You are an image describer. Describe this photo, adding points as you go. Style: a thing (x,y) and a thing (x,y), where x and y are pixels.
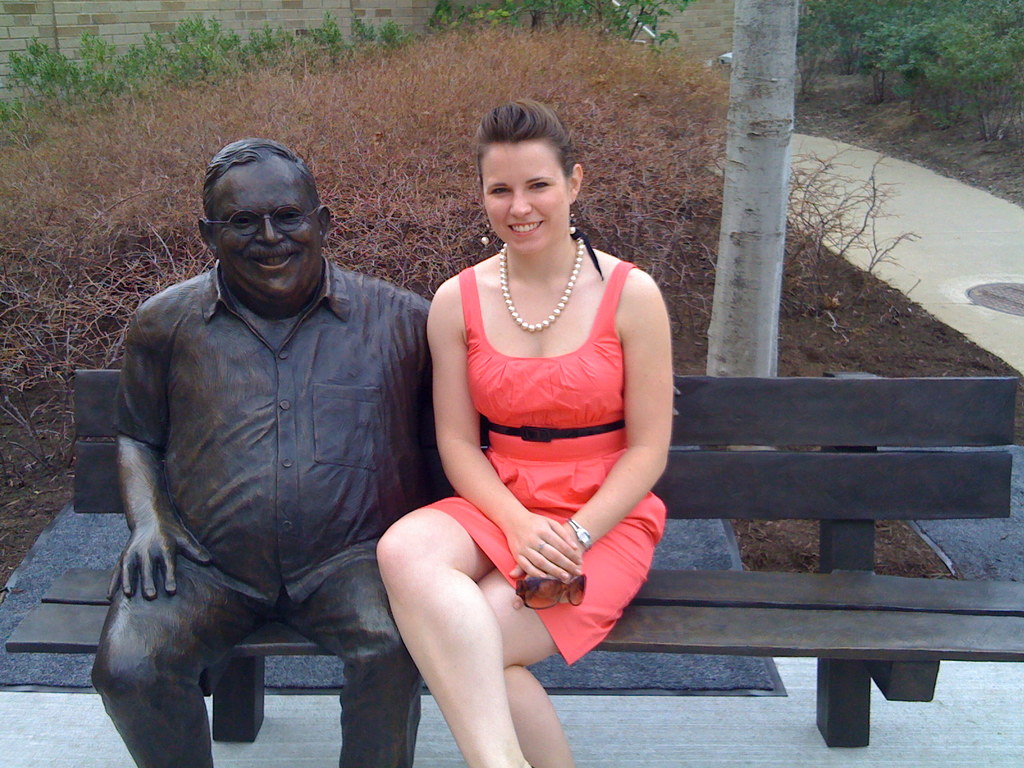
In this picture we can see woman (481,407) smiling holding goggles (534,592) in her hand (536,573) sitting on bench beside statue of a man (249,293) and in background (374,128) we can see wall (149,17), trees (779,163), path (834,150), man hole (985,303).
